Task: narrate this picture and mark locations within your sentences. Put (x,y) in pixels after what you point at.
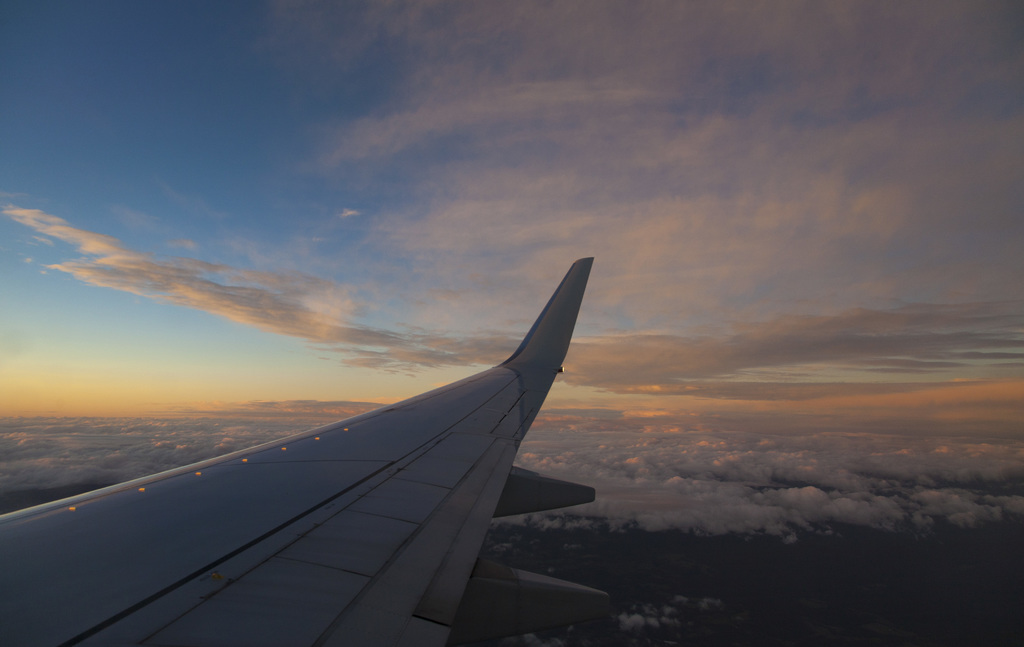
In the image we can see there is a side wing (442,466) of an aeroplane (496,445).
